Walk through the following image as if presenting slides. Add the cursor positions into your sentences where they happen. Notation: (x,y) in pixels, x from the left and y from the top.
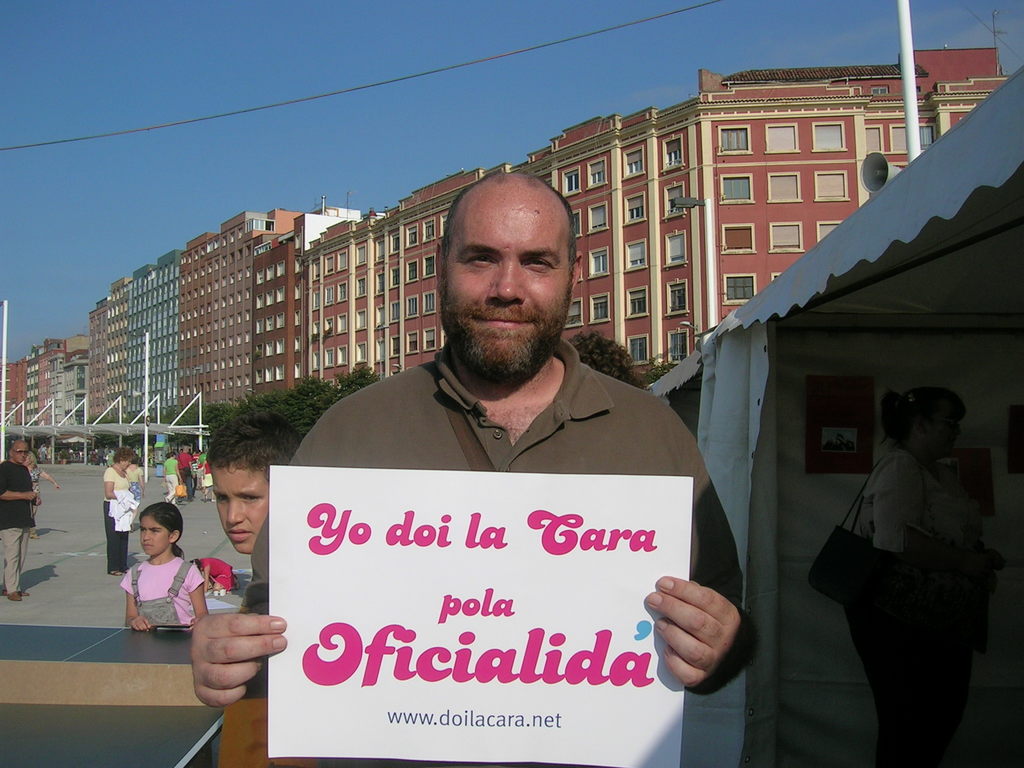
In the center of the image (561,339) we can see a man (527,421) smiling and holding the text board (657,504). We can see the kids (237,520) and also the people (951,400). We can also see the buildings (361,291), poles (910,159), wires (977,18) and also the speaker (874,164). We can also see the roofs (926,314) for shelter. We can see the trees (647,372), road (48,540) and also the sky (294,123).
